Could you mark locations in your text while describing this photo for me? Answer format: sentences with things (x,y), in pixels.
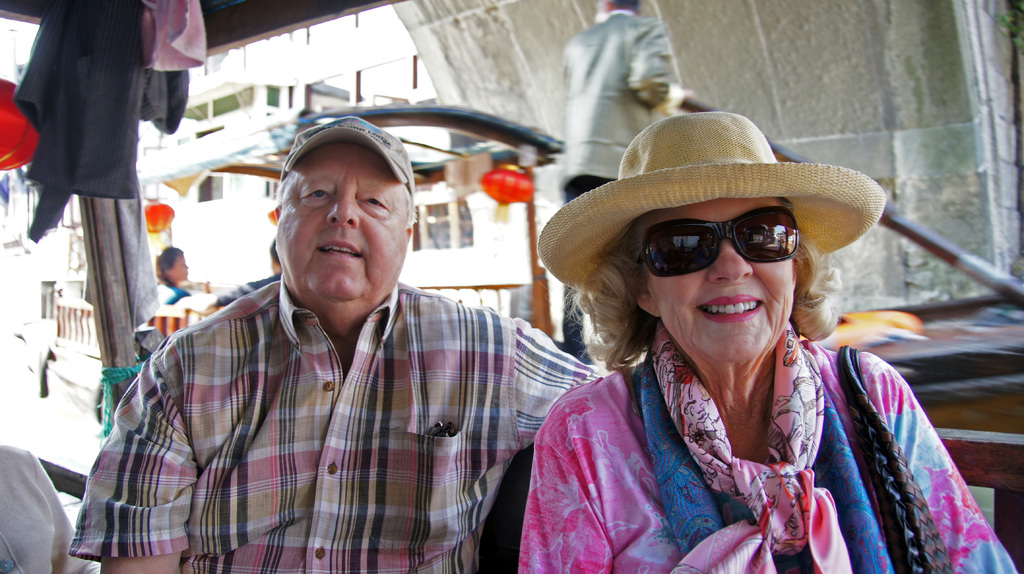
In this image in the front (408,389) there are persons (491,381) sitting and smiling. In the background (124,110) there is a pole (113,212) and there are clothes (122,140) hanging on the pole (99,227), there are persons (589,102), there is a tent (215,150) and there are objects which are red in colour, there are buildings (59,274). On the right side (1008,336) there is an object (991,336) which is brown in colour and there is a wall (956,98) and there are leaves (1020,37). In the front (17,520) on the left side (17,518) there is an object (21,510) which is white in colour. In the center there is a railing (162,322) and there is an object (43,369) which is black in colour.
